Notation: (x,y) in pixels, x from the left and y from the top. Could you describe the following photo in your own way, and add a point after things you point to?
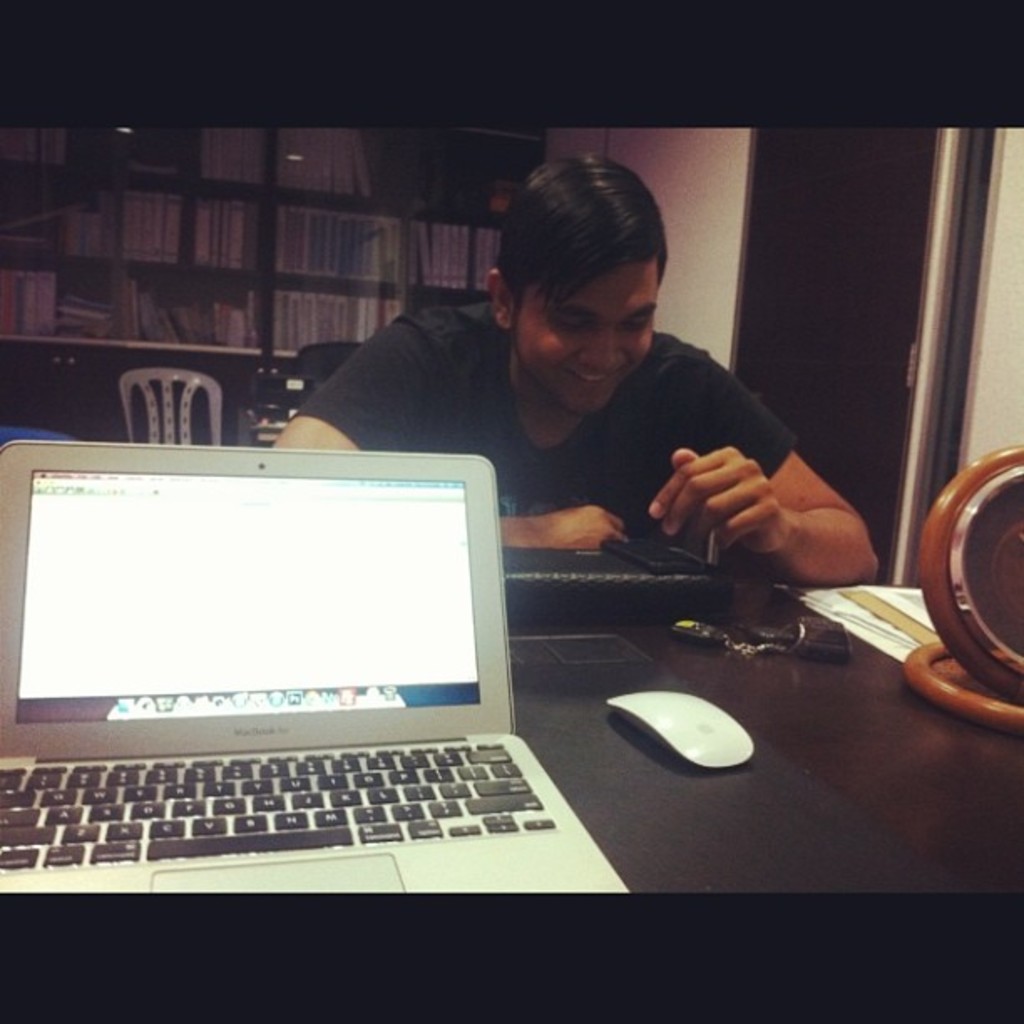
Here we can see a man (498,399) who is sitting on the chair (334,372). He is smiling. This is table (786,818). On the table (565,767) there is a laptop (339,721), mouse (676,725), and papers (903,638). On the background (328,277) there is a rack (409,191) and these are some books (393,244). This is chair (216,413) and there is a wall (704,190).
